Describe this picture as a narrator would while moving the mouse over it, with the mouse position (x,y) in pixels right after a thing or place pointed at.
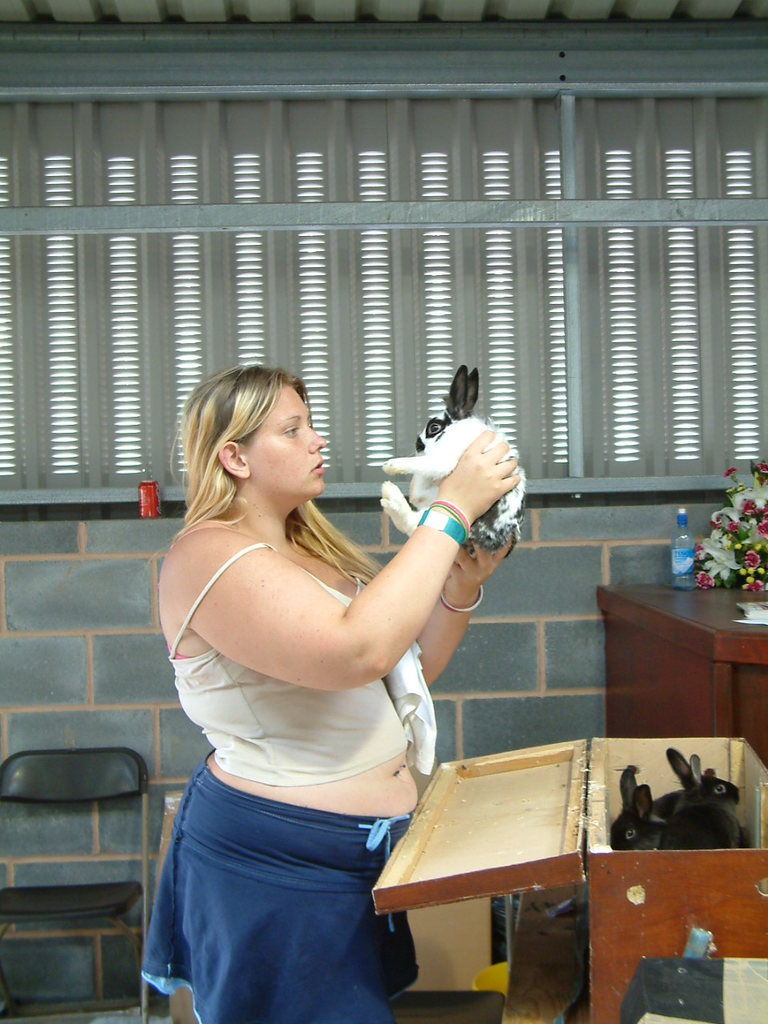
In this picture we can see a woman (179,992) standing and holding a rabbit (408,530) in her hand (485,496). We can see rabbits (642,847) in this box (658,856). On the table (735,616) we can see flower bouquet (739,541) and a bottle (688,545). Here we can see tin (152,515). This is a chair (72,892). This is a wall (90,920).
